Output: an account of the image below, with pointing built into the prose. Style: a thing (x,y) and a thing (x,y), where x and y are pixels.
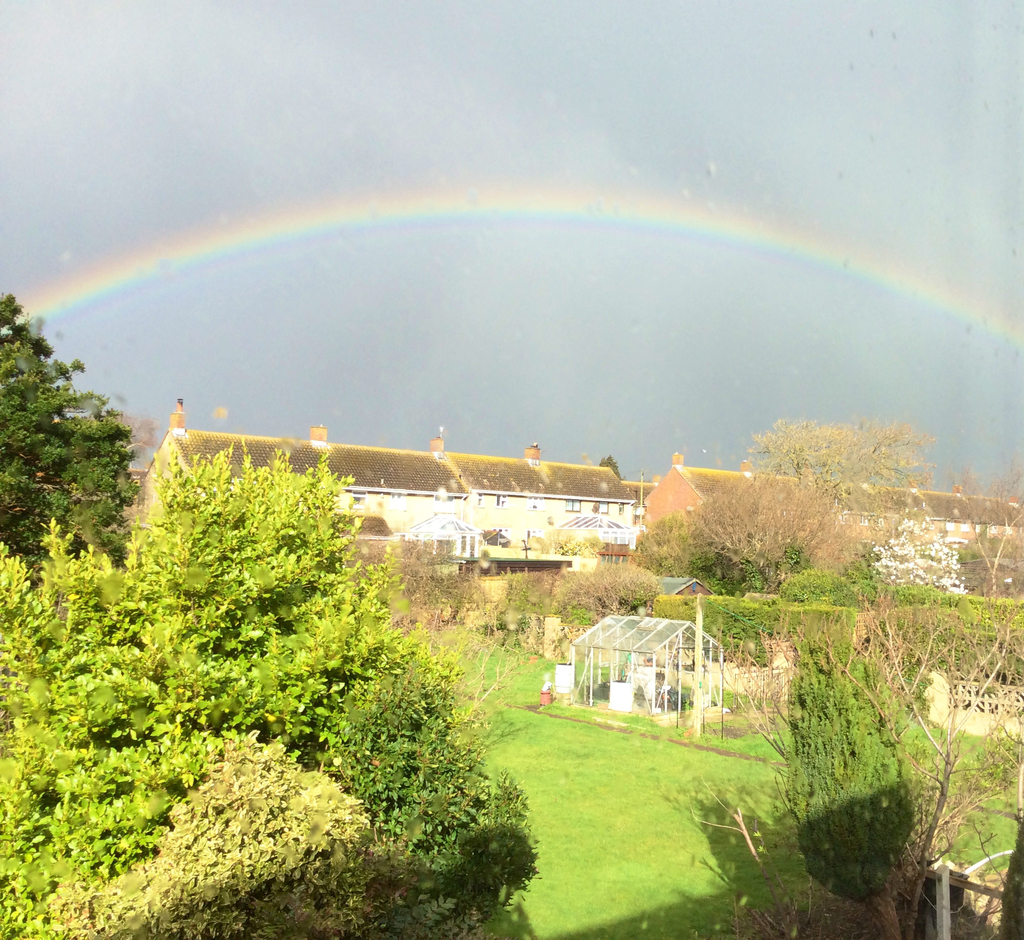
In this image we can see trees (249,594), plants (801,631), grass (634,797), shelter (616,646) and buildings (926,517). At the top of the image (554,309), we can see a rainbow (617,210) and the sky (424,304). We can see a wooden object (991,890) in the right bottom of the image (961,888).
